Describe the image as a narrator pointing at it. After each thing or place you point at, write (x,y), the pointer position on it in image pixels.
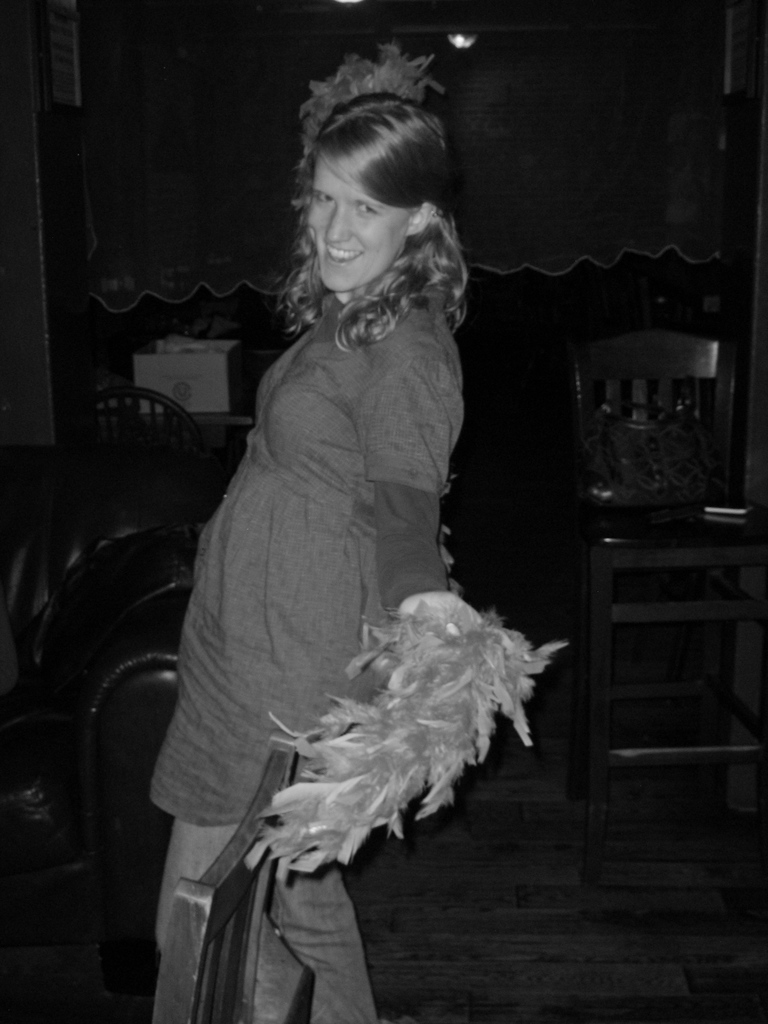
This is a black and white pic. We can see a woman (394,398) is standing and holding an object (441,639) in the hand (453,610), chairs (68,739) on the floor (477,942), bag (606,423) and objects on a table (712,621). In the background (541,229) we can see objects (181,384).
